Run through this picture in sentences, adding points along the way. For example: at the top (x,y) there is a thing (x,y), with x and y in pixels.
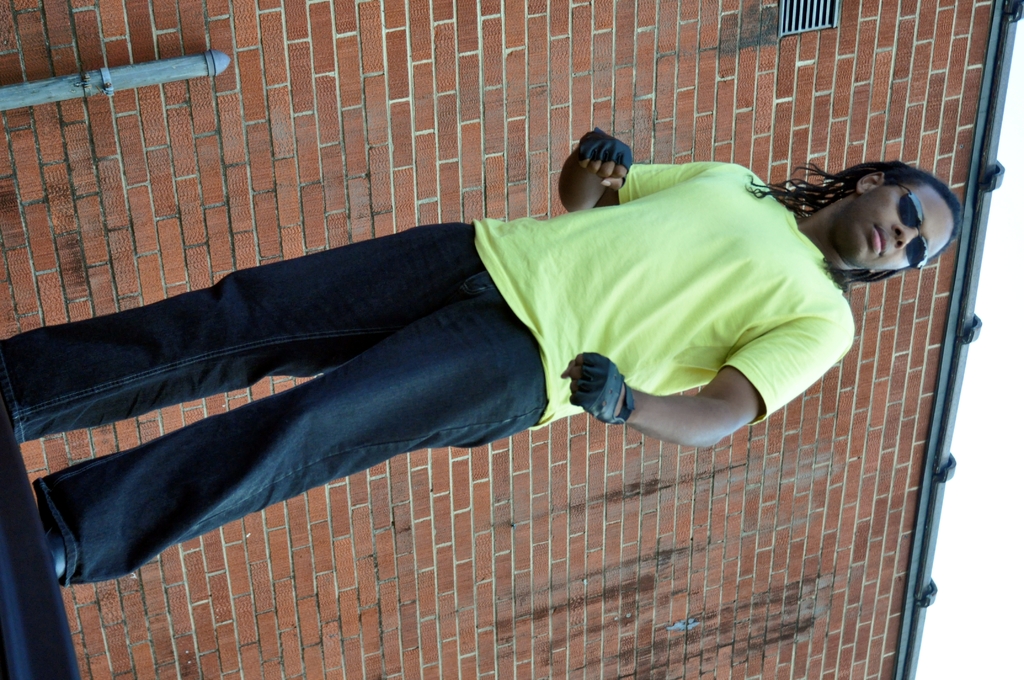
In the picture we can see a man (870,217) standing and behind him we can see the wall (380,505).
